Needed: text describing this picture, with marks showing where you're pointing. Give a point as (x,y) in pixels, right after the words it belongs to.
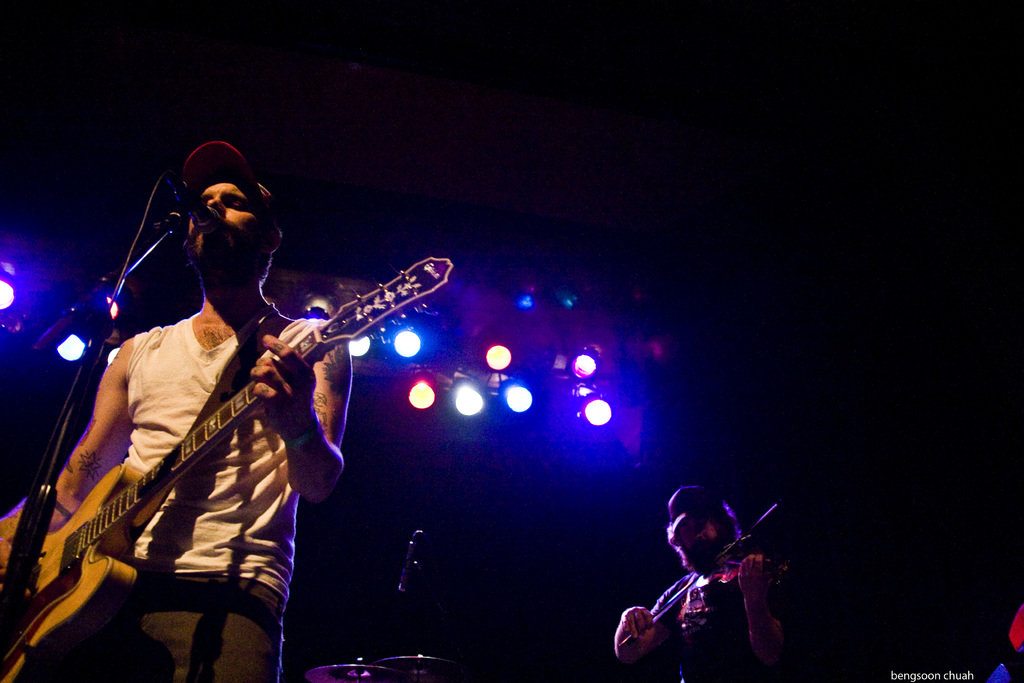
In the image we can see there is a man (241,426) who is standing and holding guitar (78,547) in his hand (272,378) and another man (729,646) at the back (722,563) is holding violin (736,566) in his hand (749,569).
